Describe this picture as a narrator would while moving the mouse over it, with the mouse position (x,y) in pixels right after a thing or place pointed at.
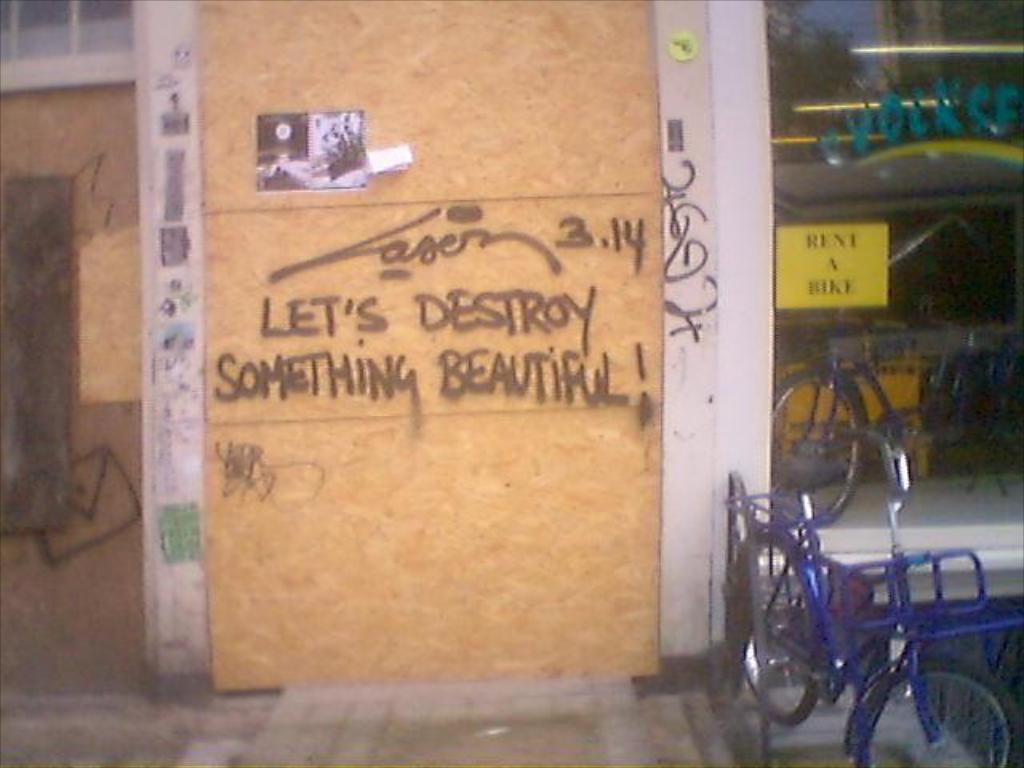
In this image, we can see a board (397,353) and there is some text (481,371) on it. In the background (826,272), we can see a poster (830,260) on the glass door (880,353) and there are some vehicles (798,594) and there is a wall (55,320).
